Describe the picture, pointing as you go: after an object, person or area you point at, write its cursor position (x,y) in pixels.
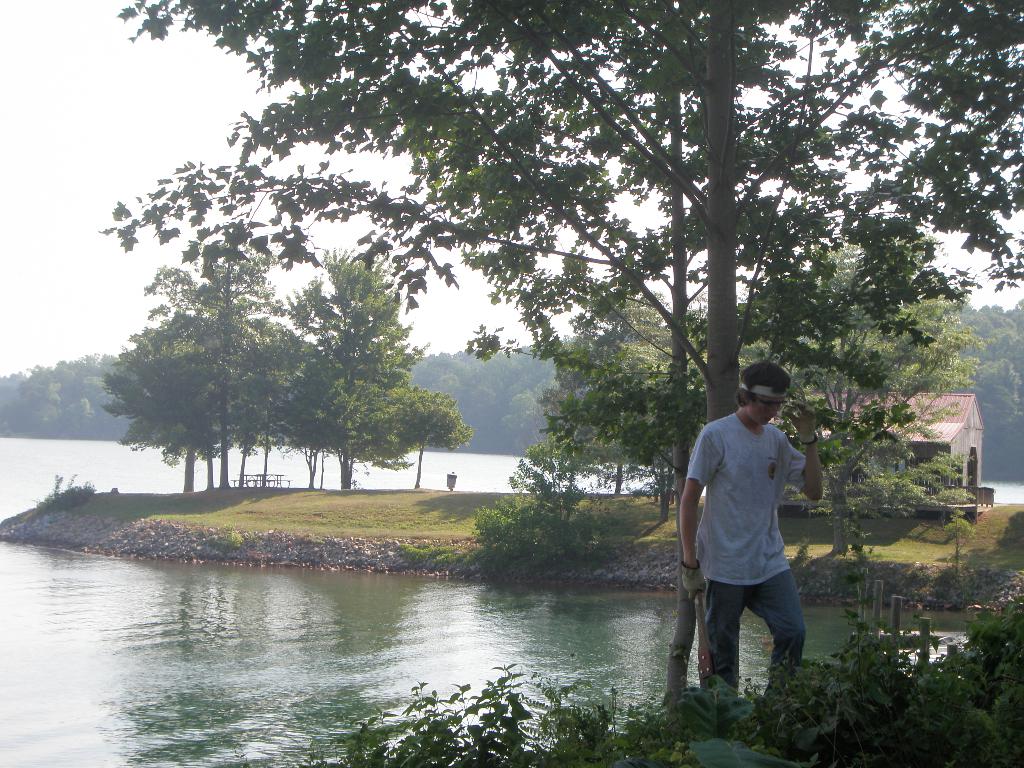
In this image, on the right side (712,668), we can see a man (739,470) standing, there are some plants (904,766) and trees (739,145), we can see water (217,643), at the top (61,100) there is a sky (102,96).
